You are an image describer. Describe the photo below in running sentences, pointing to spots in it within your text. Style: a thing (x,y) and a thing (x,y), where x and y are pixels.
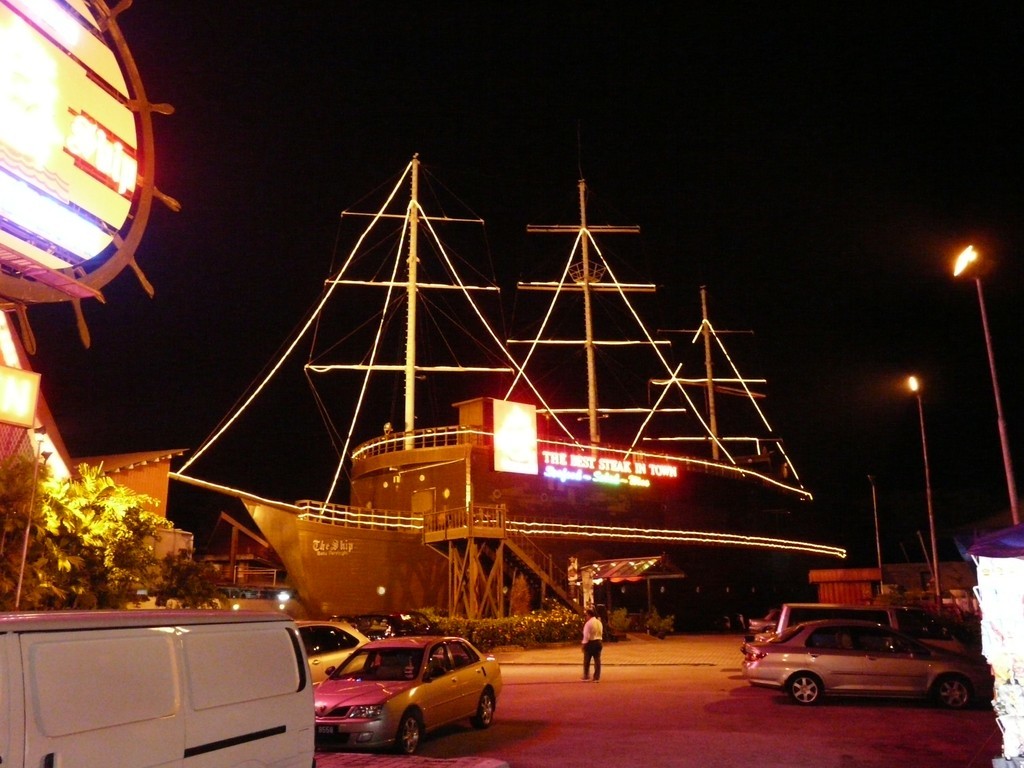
In this picture I can see the path (550,750) in front (559,762), on which there are number of cars (210,725) and on the left side of this picture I can see few plants (14,478). In the middle of this picture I can see a person (591,669) who is standing and I see few more plants (515,632). In the background (342,616) I can see a ship (759,447), 2 light poles (964,262) and I see that it is dark. On the top left of this picture (26,210) I can see few more lights (82,130).
